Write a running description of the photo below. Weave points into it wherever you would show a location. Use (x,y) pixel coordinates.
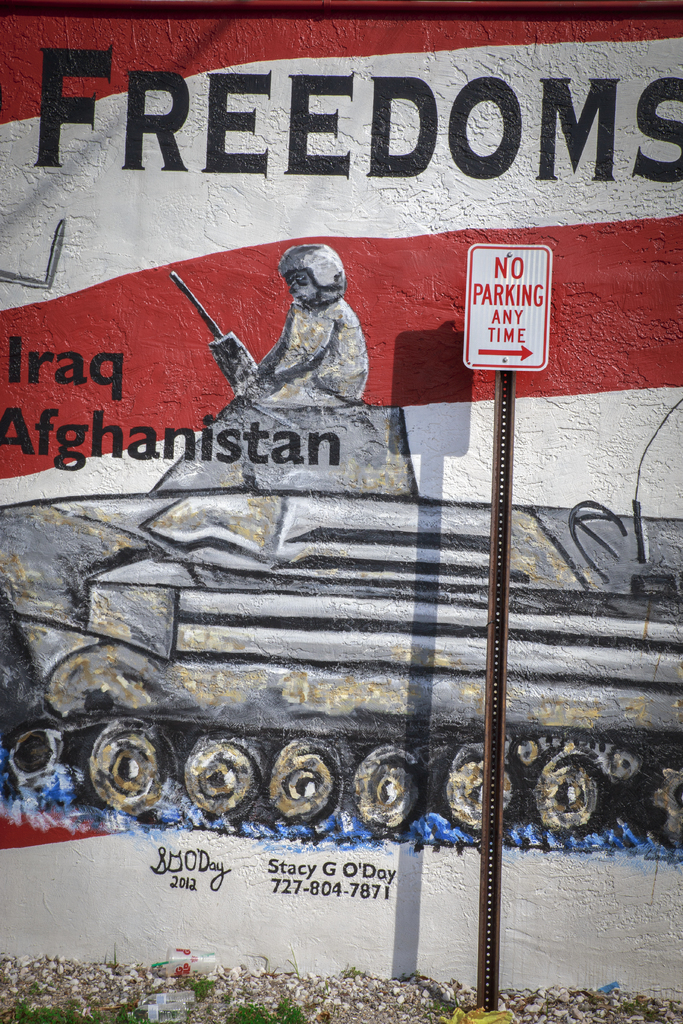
In this picture there is a sign board (513,254) which is placed near to the wall (433,877). On the wall (230,263) I can see the painting (388,230) of a man (264,388) who is riding a tank (318,746). On the left (110,361) I can see the countries name (44,447). At the bottom (159,1016) I can see the water bottles (183,1003) and grass (243,1018).
